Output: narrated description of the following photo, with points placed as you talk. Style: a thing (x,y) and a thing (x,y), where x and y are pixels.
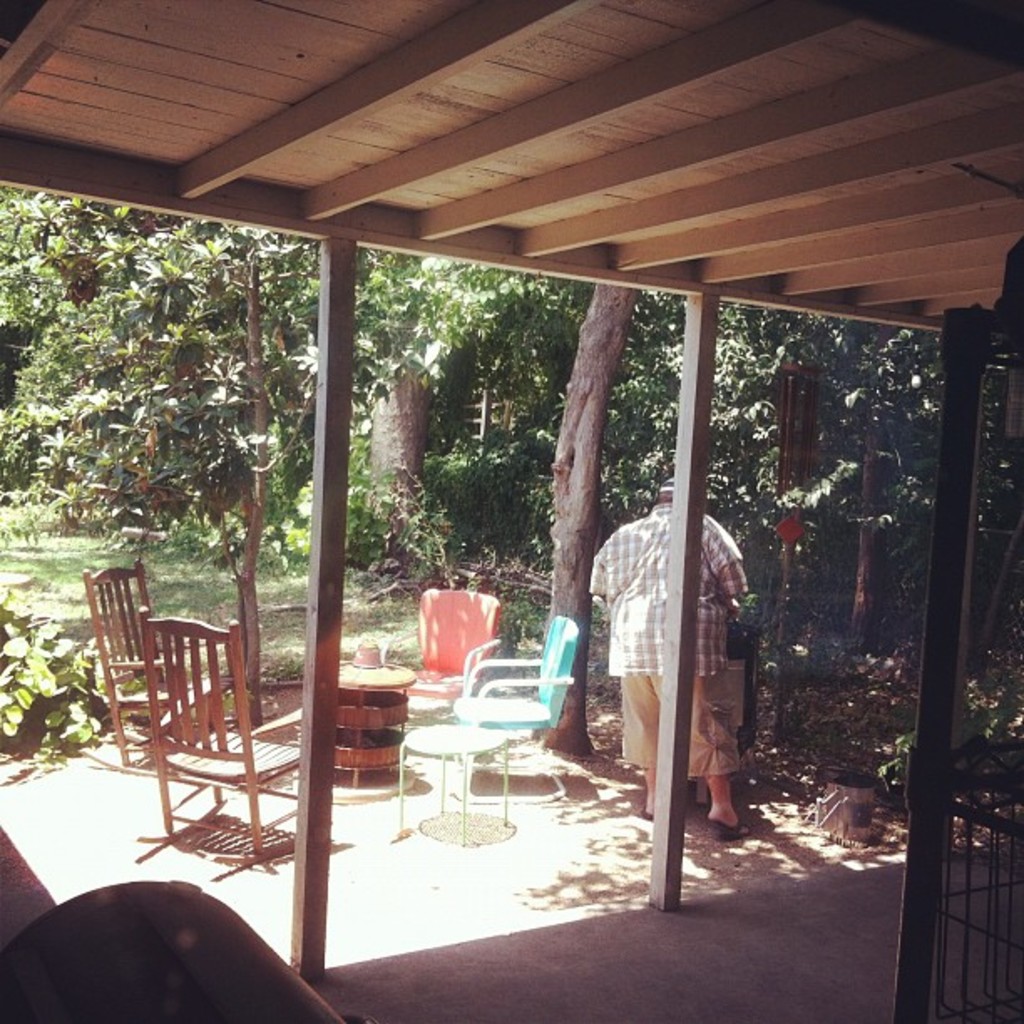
In this picture there is a man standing and there is an object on the table (377,698) and there are chairs (472,608). In the foreground (356,238) there is a house (936,309) and there is an object (60,993) and there is a railing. At the back (30,466) there are trees (756,477). At the bottom (419,720) there is grass (358,618) and there is a pavement (625,937).
